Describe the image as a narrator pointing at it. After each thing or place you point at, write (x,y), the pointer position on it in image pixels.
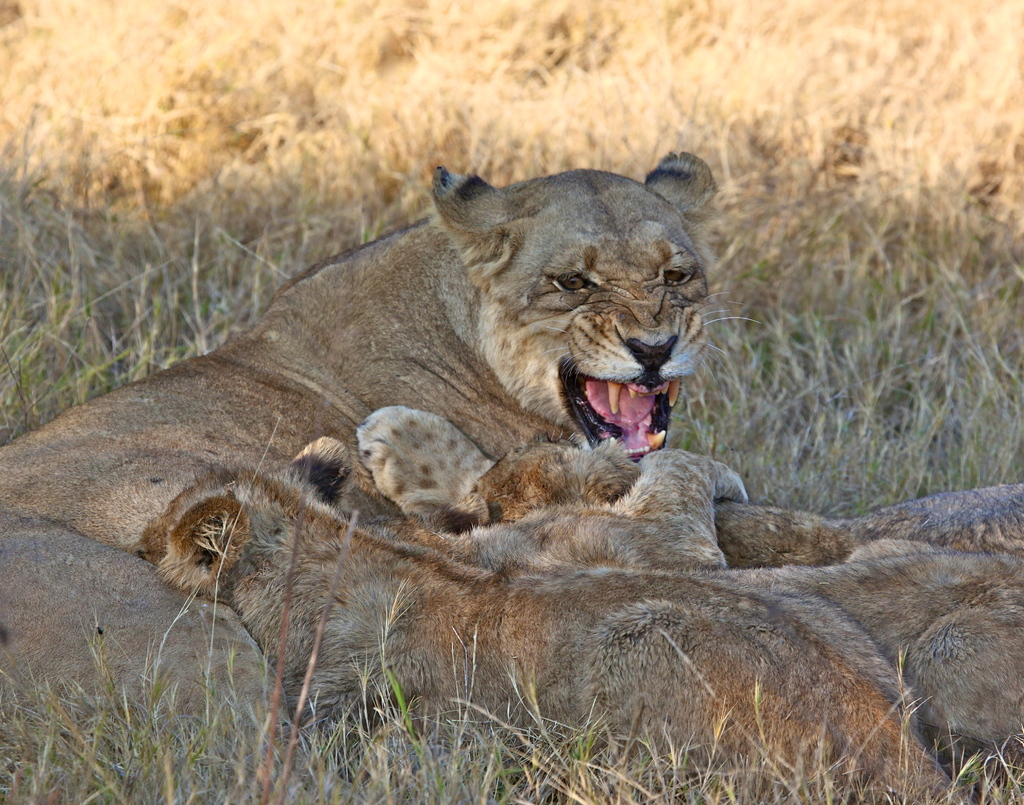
In this image there are animals (684,365) and dry grass (749,120).
